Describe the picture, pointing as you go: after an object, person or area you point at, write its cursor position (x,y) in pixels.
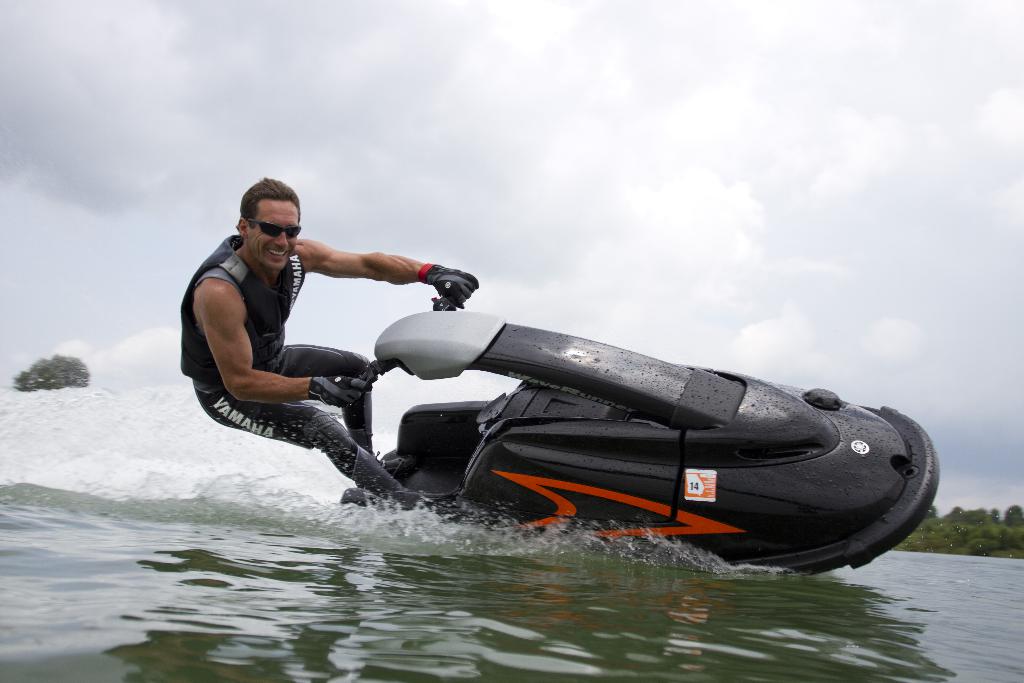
In this image we can see a person (282,361) wearing a jacket (262,313), glasses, gloves (313,392) is riding the water bike (463,503) on the water (422,604). In the background (41,384), we can see trees (969,532) and a cloudy sky (301,111).
